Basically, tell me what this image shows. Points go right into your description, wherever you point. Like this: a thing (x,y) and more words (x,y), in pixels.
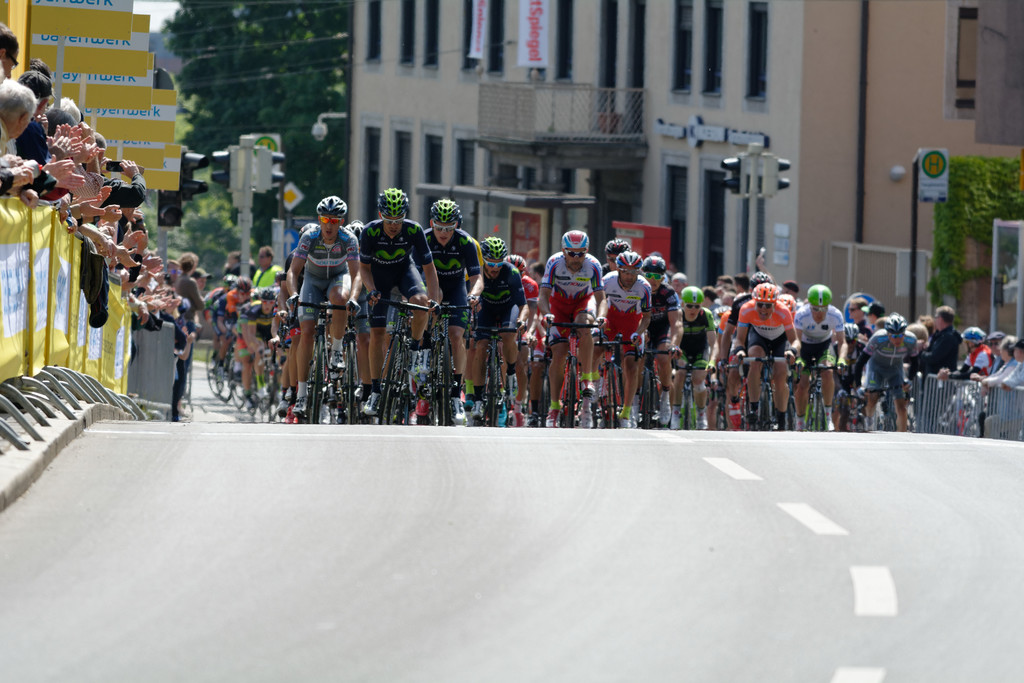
In this picture I can see so many people (526,269) riding bicycle (496,330) on the roadside (587,438) few people (77,213) are standing and taking pictures, behind there are some buildings (462,55).
